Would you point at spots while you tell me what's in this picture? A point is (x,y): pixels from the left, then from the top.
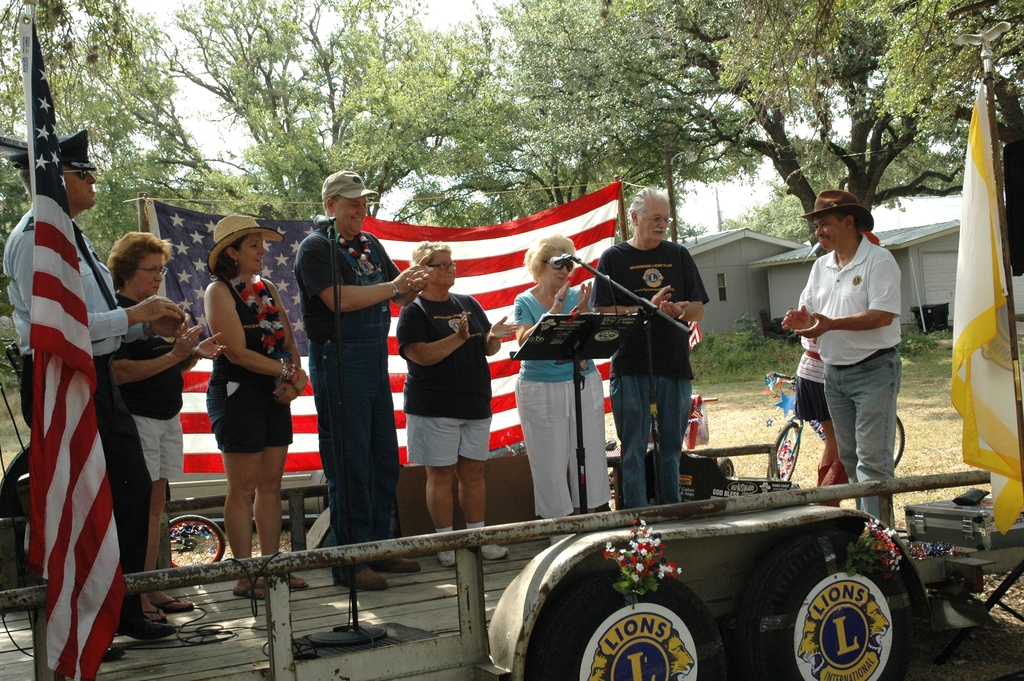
In this image in the center (434,330) there are some people (441,342) who are standing, and there are two mics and some of them are clapping. At the bottom (763,571) there is one vehicle (181,577) and in the background (191,262) and on the right side (984,327) and left side (84,347) there are some flags (73,337), in the background (840,171) there are some houses (897,238) and trees (333,132).
